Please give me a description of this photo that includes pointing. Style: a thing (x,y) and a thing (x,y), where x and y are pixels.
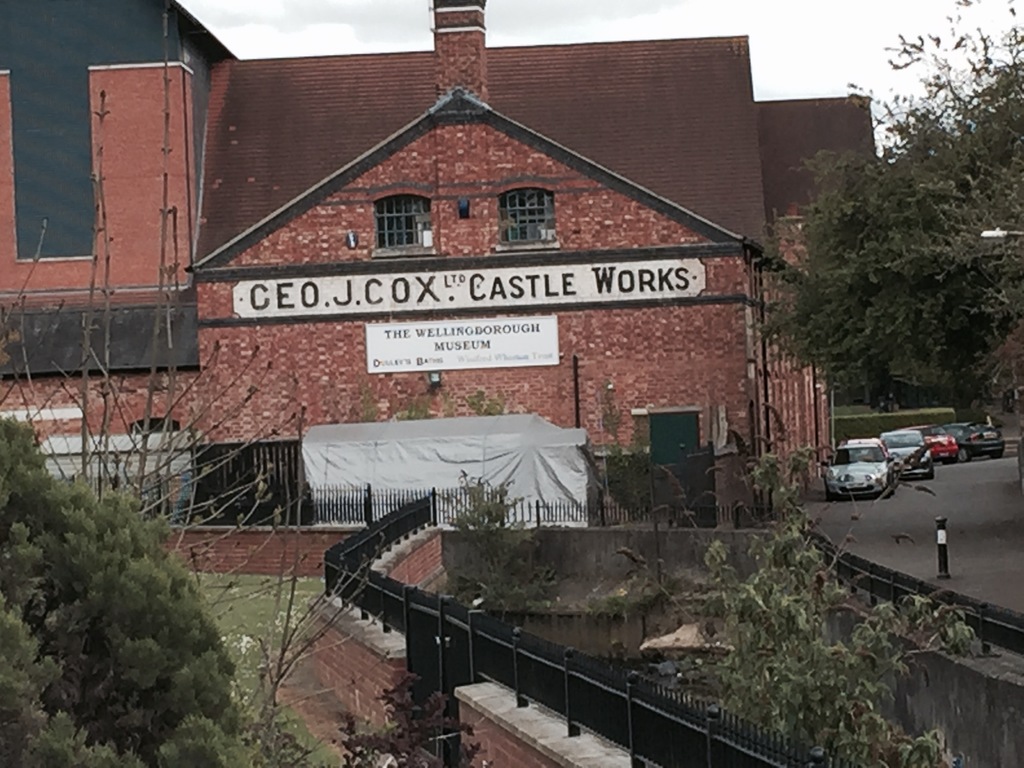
In the foreground of the picture (775,521) I can see the metal fence (427,696), brick wall (377,644) and trees (72,714). In the background (798,168), I can see the buildings (484,168). There are cars (942,429) on the right side (974,448). There is a light pole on the right side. There are clouds (329,27) in the sky (333,24).
